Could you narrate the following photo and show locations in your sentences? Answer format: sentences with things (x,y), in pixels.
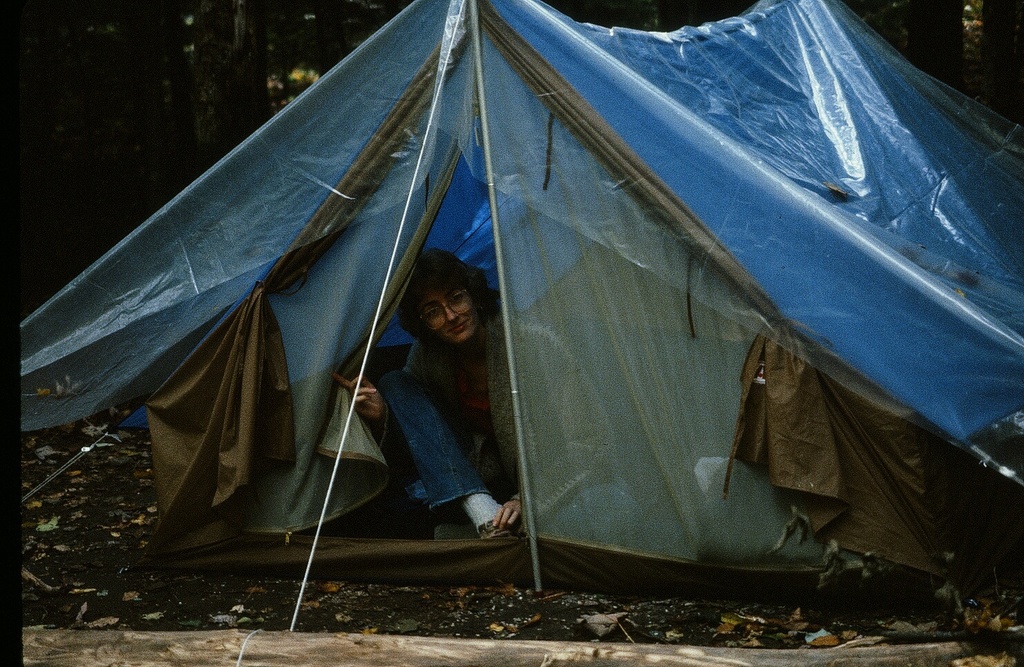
In the center of the picture (397,238) there is a tent (469,326), in the tent (450,441) there is a woman (452,390). In the foreground (238,621) there are dry leaves (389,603), soil (340,624) and a wooden log (297,647). In the background (204,59) there are trees (954,17).
